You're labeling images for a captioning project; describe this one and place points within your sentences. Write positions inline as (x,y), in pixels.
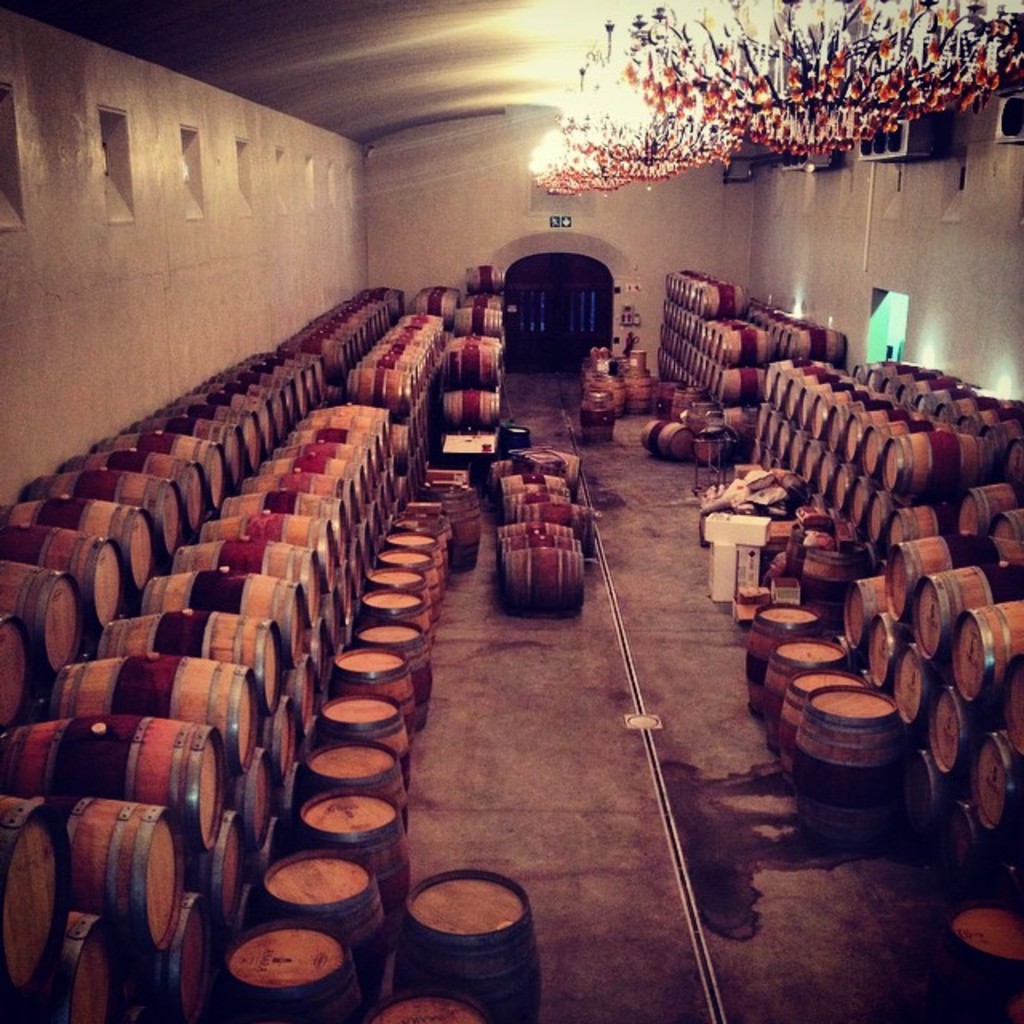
In this image I can see group of wooden barrels (359,412) placed in an order. I can see a white color object (742,570) here. These are the lights (661,88) attached to the rooftop (622,18). I can see an object (908,145) which is attached to the wall (1004,192). This is the floor (550,709). I think these are the windows (13,166). This looks like a godown(warehouse) (497,587).
